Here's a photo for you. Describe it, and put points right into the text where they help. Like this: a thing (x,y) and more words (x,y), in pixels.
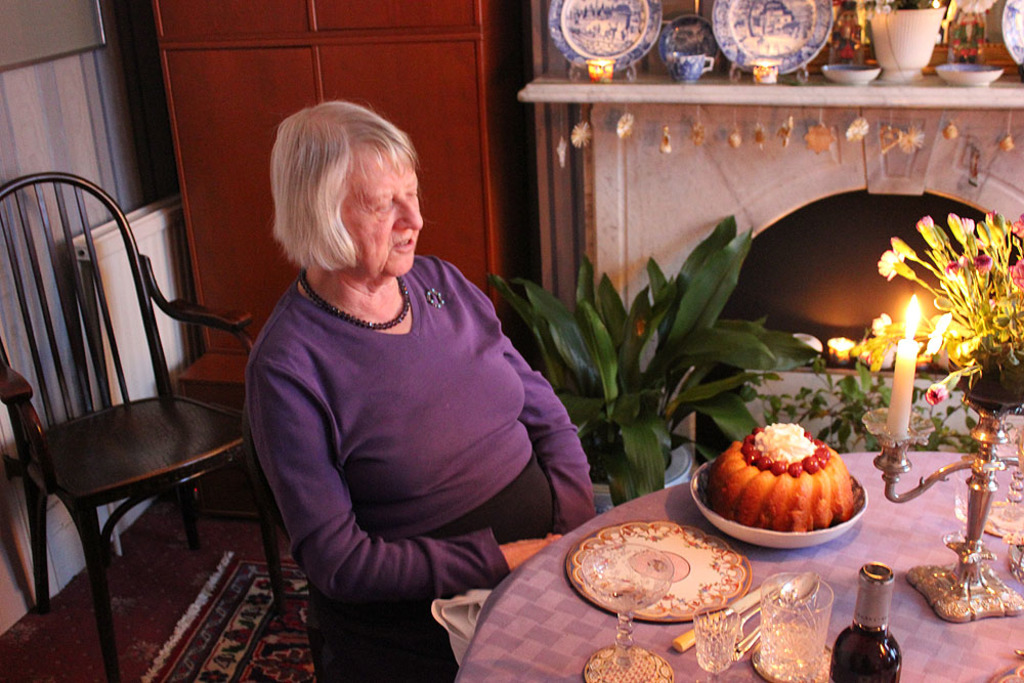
This is an inside view of a room (26,113). In the middle of the image (347,315) there is a woman (371,563) sitting on a chair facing towards the right side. In front of this woman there is a table (520,627) which is covered with a cloth (533,620). On the table (562,564), I can see a plate (687,571), a bowl (701,504) which consists of some food item (800,482), glasses (818,623), spoons (784,598), bottle (851,667), flower vase (967,280), candle (907,366) and some other objects (621,680). On the left side (109,474) there is a chair (90,493) placed on the floor (183,605). In the background (230,156) there is cupboard (453,74), beside there is a rack (686,104) in which few plates (700,34), bowls (946,64) and cups (703,72) are placed. Behind the table (549,627) there are few house plants (648,398).
